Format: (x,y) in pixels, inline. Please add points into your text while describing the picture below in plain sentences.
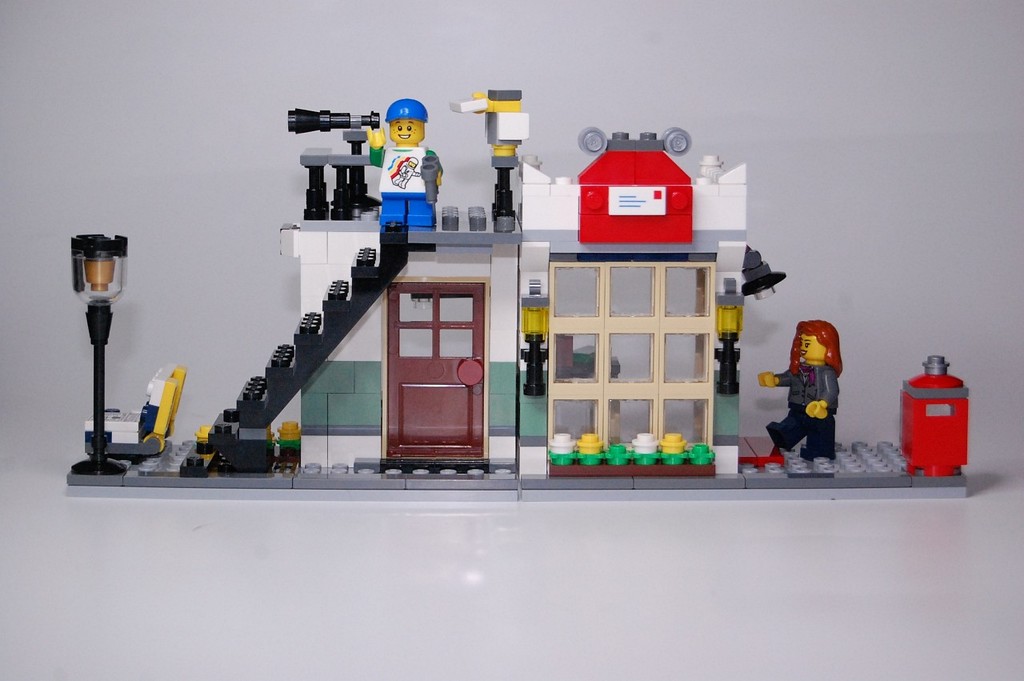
This looks like a LEGO puzzle (346,336). There are two people (821,381) standing. These are the stairs (368,267). This looks like a street light (99,414). I think this is a telescope (361,143). This looks like a house (474,333) with a door (410,440) and windows (657,360). The background (13,423) looks white in color.
